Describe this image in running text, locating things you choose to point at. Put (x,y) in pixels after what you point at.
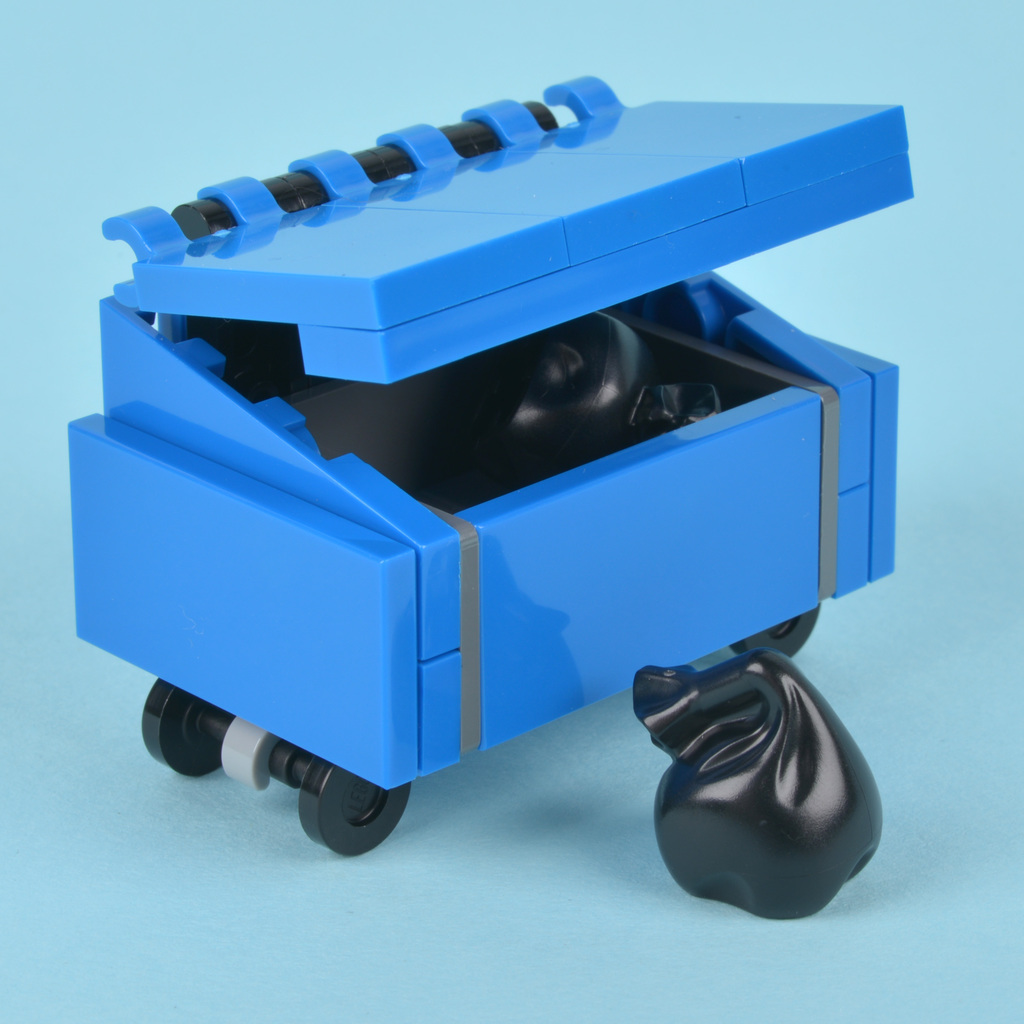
In this image we can see some toys (572,665) which are placed on the surface (410,808).
